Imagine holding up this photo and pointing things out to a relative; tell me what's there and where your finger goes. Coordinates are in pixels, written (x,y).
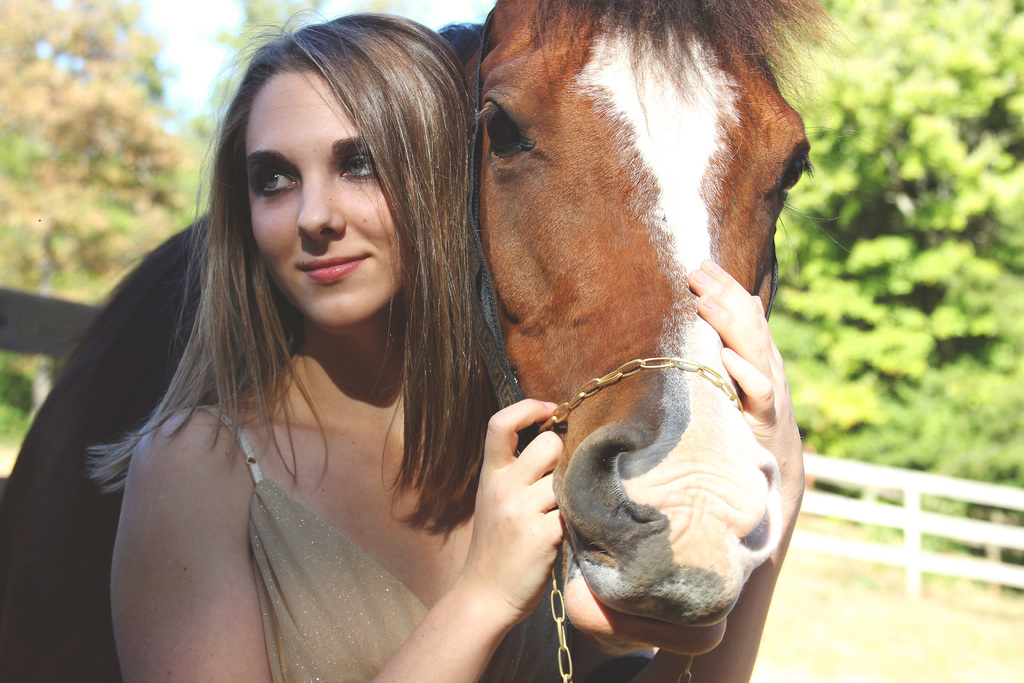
In this image we can see a woman (422,261) standing, and holding the horse (518,311) with her hands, and at back (885,99) here are the trees (850,117).
